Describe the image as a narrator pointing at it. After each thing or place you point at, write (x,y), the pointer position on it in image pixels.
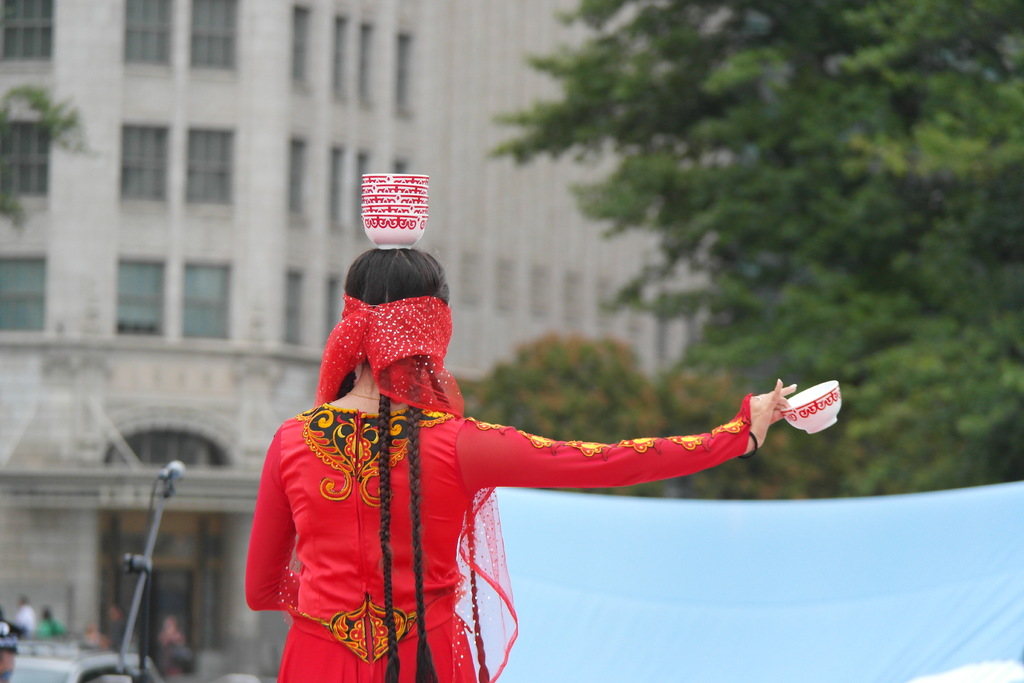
In this image we can see a woman (488,438) holding a cup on her head (409,280) and a bowl (807,434) with her hand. On the backside (345,264) we can see a building (282,280) with windows (285,312), a mic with a stand (135,588) and trees (734,300).
